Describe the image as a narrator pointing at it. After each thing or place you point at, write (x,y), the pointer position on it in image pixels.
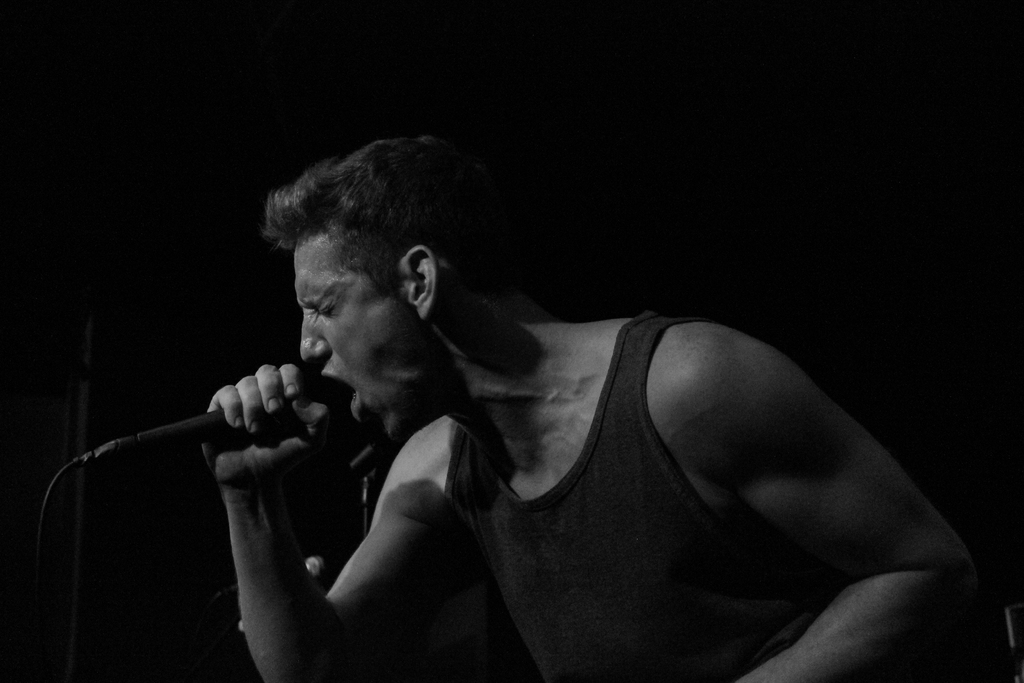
In the center of the image (679,358) we can see a man (252,527) holding a mic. In the background (363,500) we can see a stand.
